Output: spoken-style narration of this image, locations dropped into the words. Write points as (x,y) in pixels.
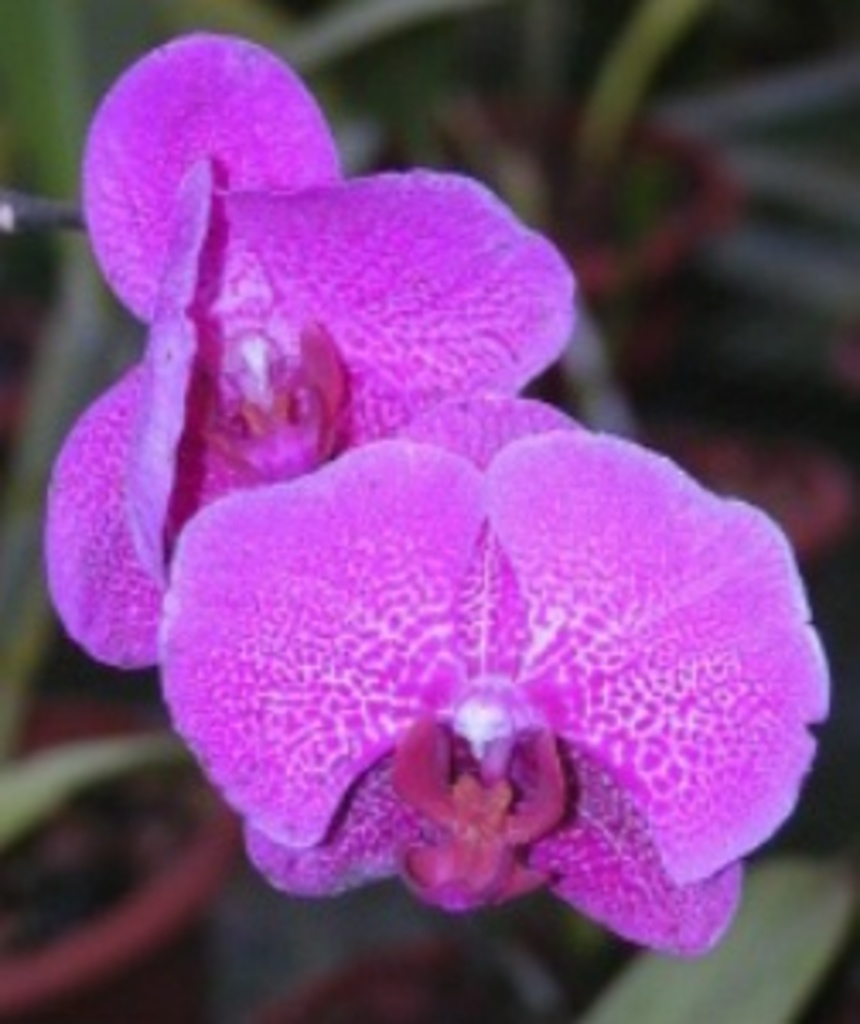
In this image, we can see some purple color flowers (186,734) and there is a blur background (163,797).
